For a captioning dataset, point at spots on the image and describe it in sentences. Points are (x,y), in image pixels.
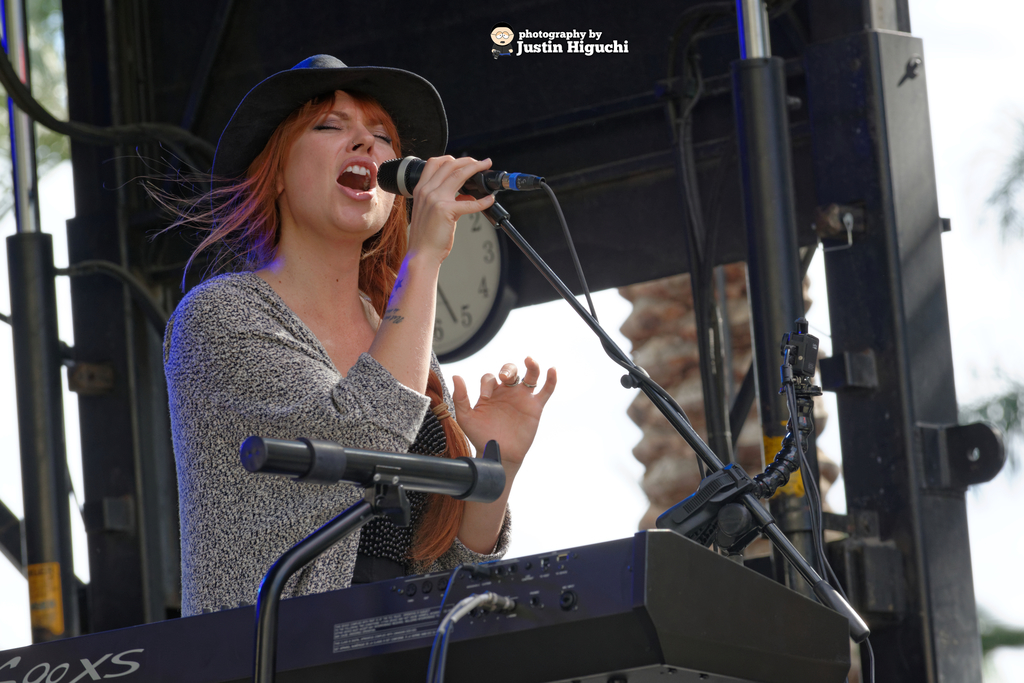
In the picture a woman (289,253) is standing and wearing a grey shirt (259,385) and black dress (399,540) and a hat (269,114). She is singing in a microphone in front of her and there is a keyboard (584,649) in front of her and behind her there are some hoarding (635,49) and one wall clock (476,269) is hanged to them and there is a tree (641,310) and the picture is taken outdoor.
